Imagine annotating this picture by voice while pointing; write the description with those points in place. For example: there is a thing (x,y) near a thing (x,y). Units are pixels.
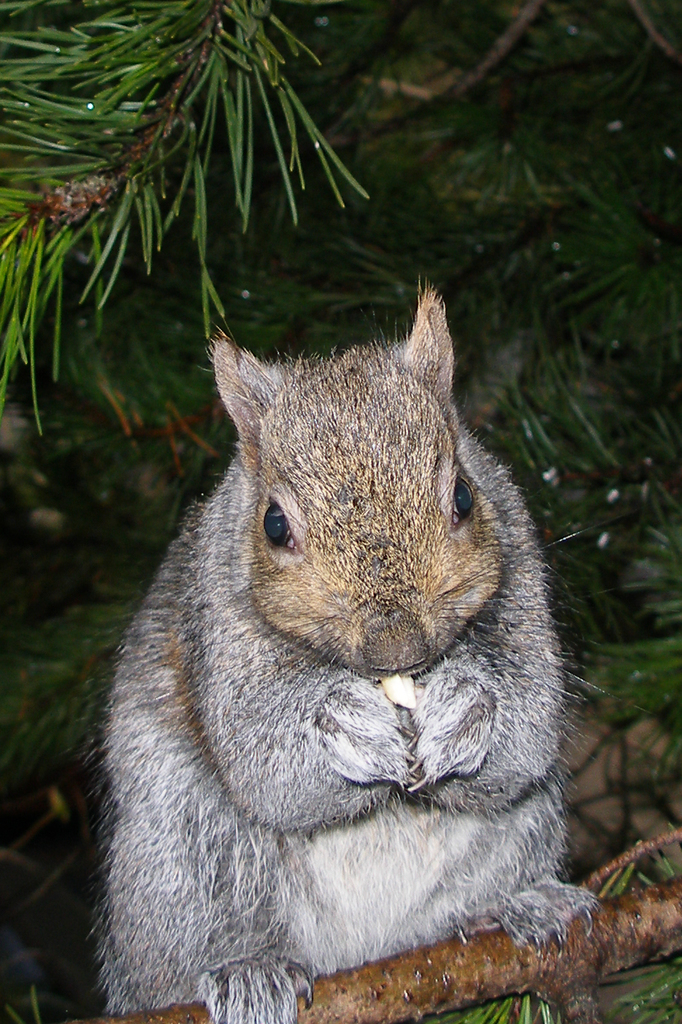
In this image I can see a squirrel (412,666). In the background (312,127) I can see a tree (257,264).
